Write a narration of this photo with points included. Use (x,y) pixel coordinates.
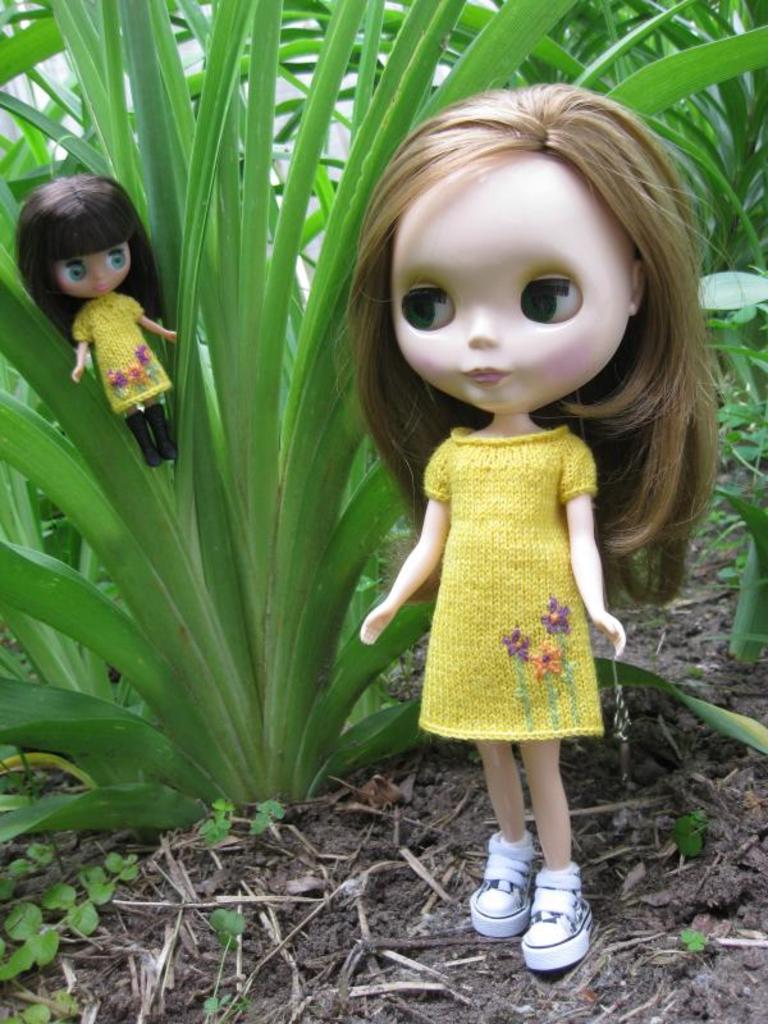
In front of the picture, we see a doll (502,655). At the bottom (279,871), we see the soil (343,928) and the twigs (468,943). On the left side (64,219), we see a doll (61,325). There are plants (314,223) in the background (401,105).
